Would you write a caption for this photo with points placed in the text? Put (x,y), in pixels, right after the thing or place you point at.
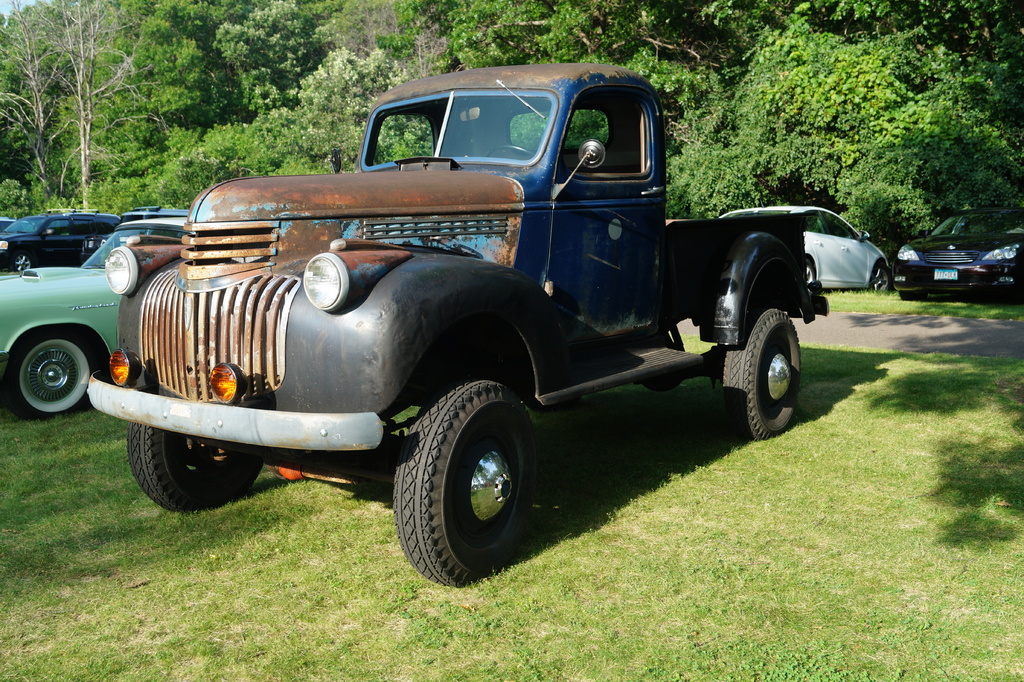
In this image there are vehicle (819,213) on a grassland (935,498), in the background (901,336) there is a road (914,321) and trees (353,60).
